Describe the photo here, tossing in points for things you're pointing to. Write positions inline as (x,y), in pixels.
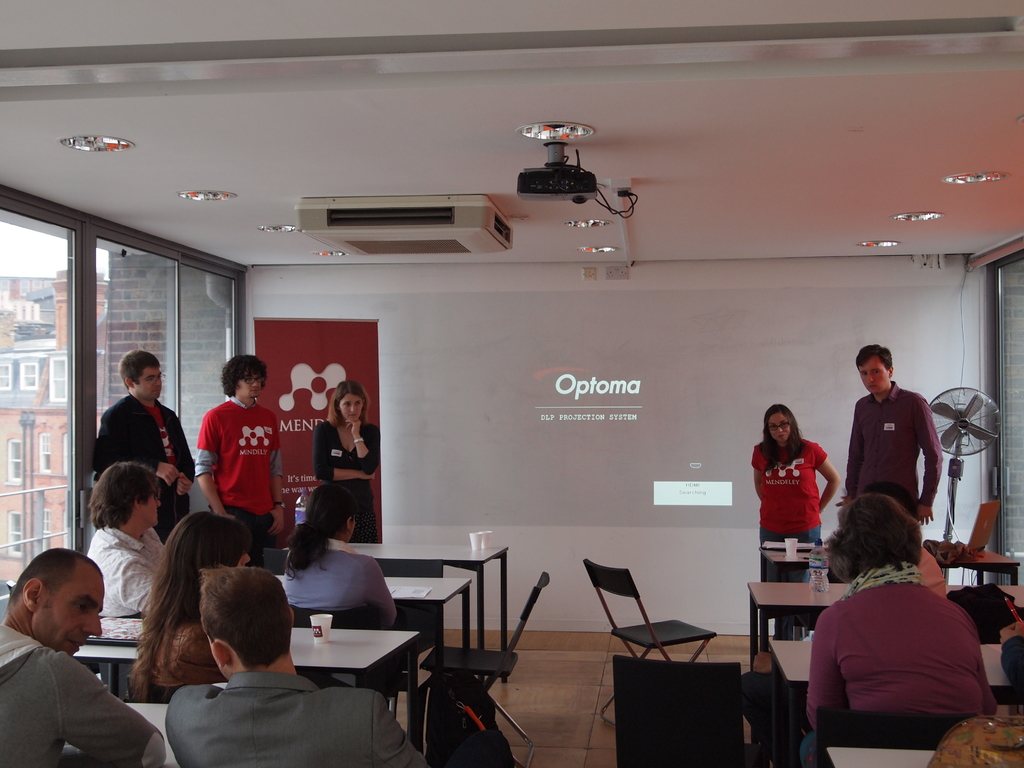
In this image there are group of people (49,560) sitting on the chairs (648,767), there are some objects (805,547) on the tables (793,564), there is a fan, board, projector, there are lights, group of people (885,383) standing, and in the background (45,462) there is a building (3,312).
